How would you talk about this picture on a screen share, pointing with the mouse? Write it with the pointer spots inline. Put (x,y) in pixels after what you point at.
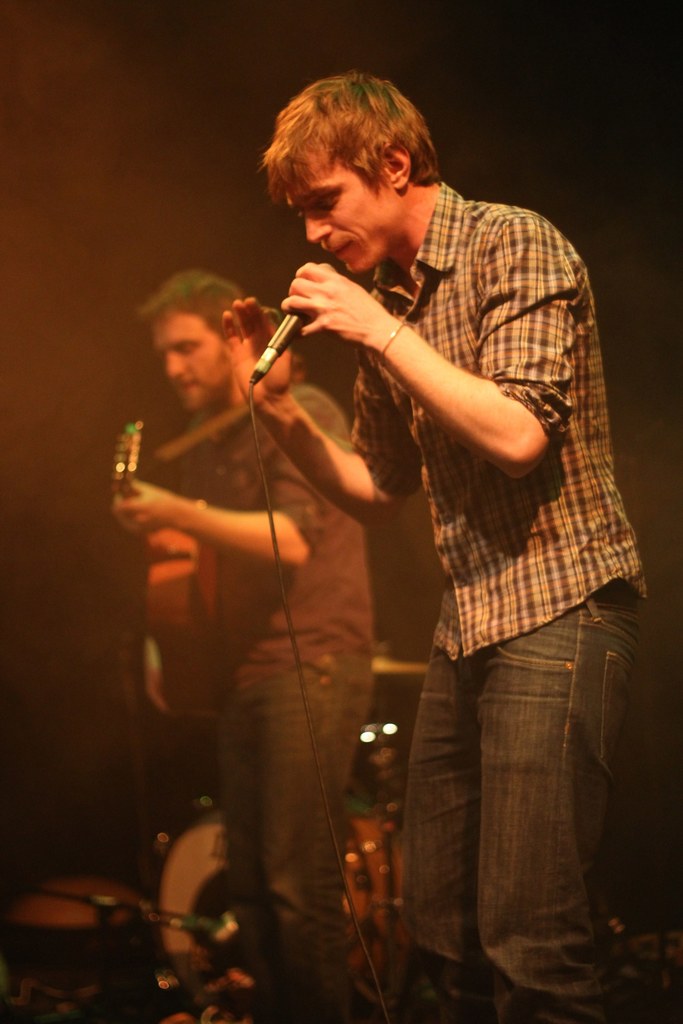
In this image in the foreground (444,527) there is one person (473,402) standing and he is holding a mike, and it seems that he is singing. In the background (245,454) there is another person (193,298) who is playing a guitar (134,489), and also there are some drums (355,908) in the background (389,848).
